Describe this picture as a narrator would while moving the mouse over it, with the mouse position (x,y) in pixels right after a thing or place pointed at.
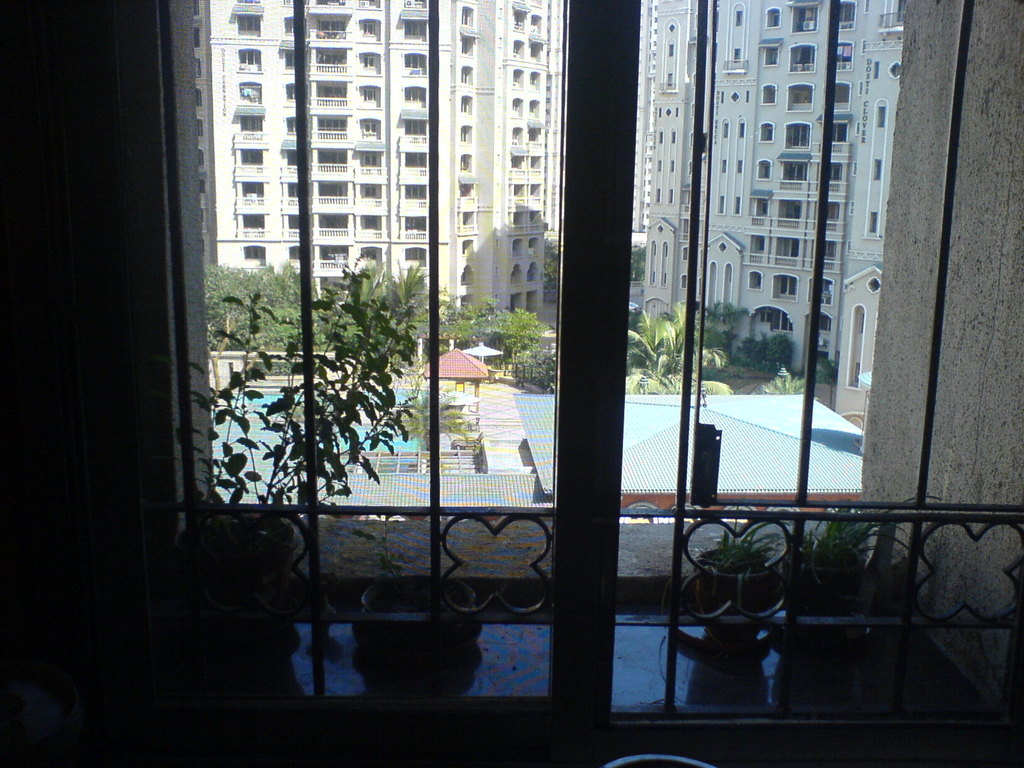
In this image I can see the window (601,381) to which I can see the metal grill (438,519) which is black in color. Through the window (581,325) I can see few trees (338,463), a swimming pool (356,415) and few buildings (482,145).
